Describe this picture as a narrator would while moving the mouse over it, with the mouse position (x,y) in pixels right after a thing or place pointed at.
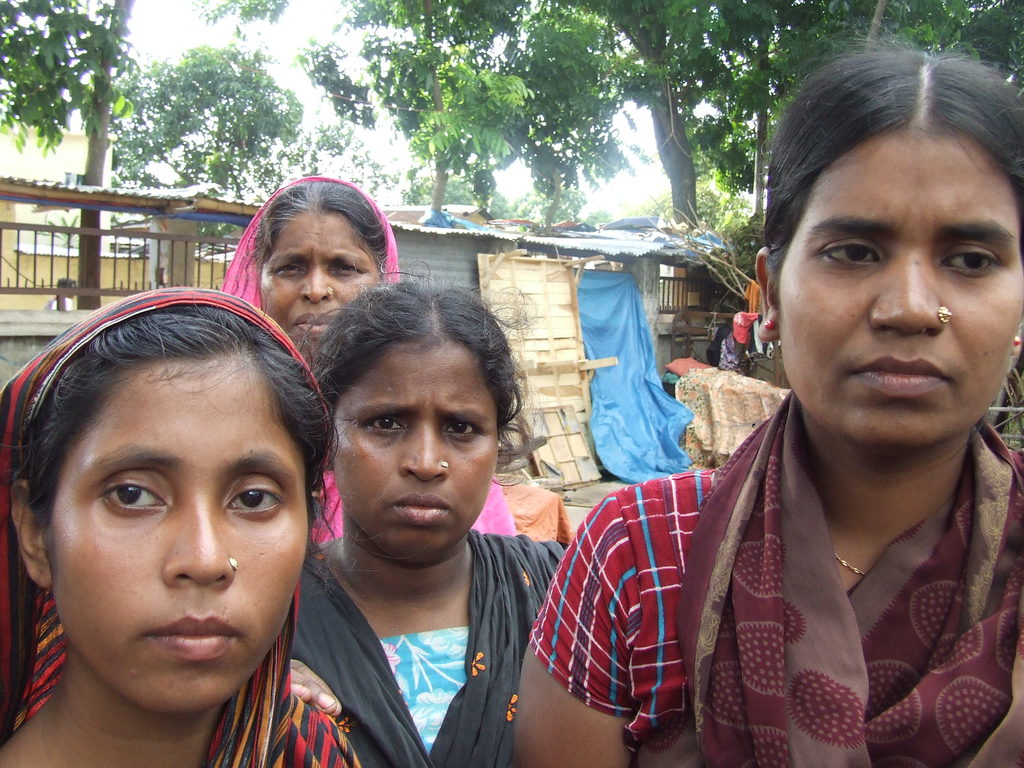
In this image we can see four women (768,541). In the background (499,258) there are huts (433,227), railings (99,236) and trees (150,87). Also there is a blue color sheet (638,401).
